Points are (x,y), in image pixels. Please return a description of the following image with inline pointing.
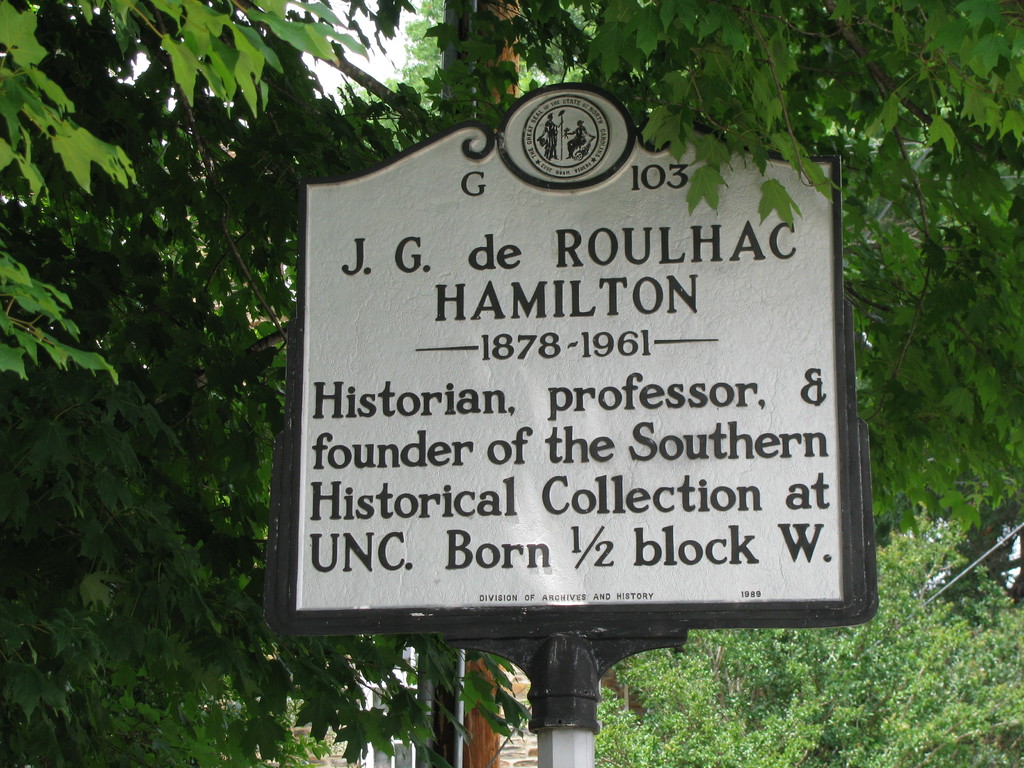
In this picture we can see a name board (478,188), trees (511,3) and in the background (406,51) we can see the sky (388,77).
